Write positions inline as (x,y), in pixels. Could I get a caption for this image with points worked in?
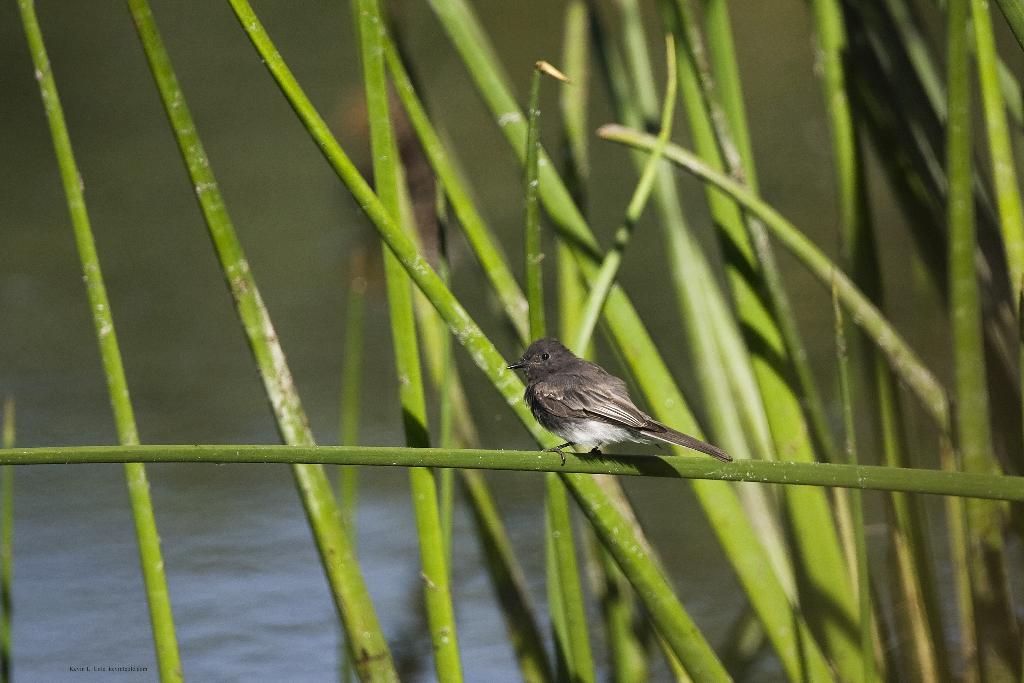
In this image we can see grass (647,369) and a bird (626,407) on the grass (421,425), in the background (168,387) there is water (399,487).
